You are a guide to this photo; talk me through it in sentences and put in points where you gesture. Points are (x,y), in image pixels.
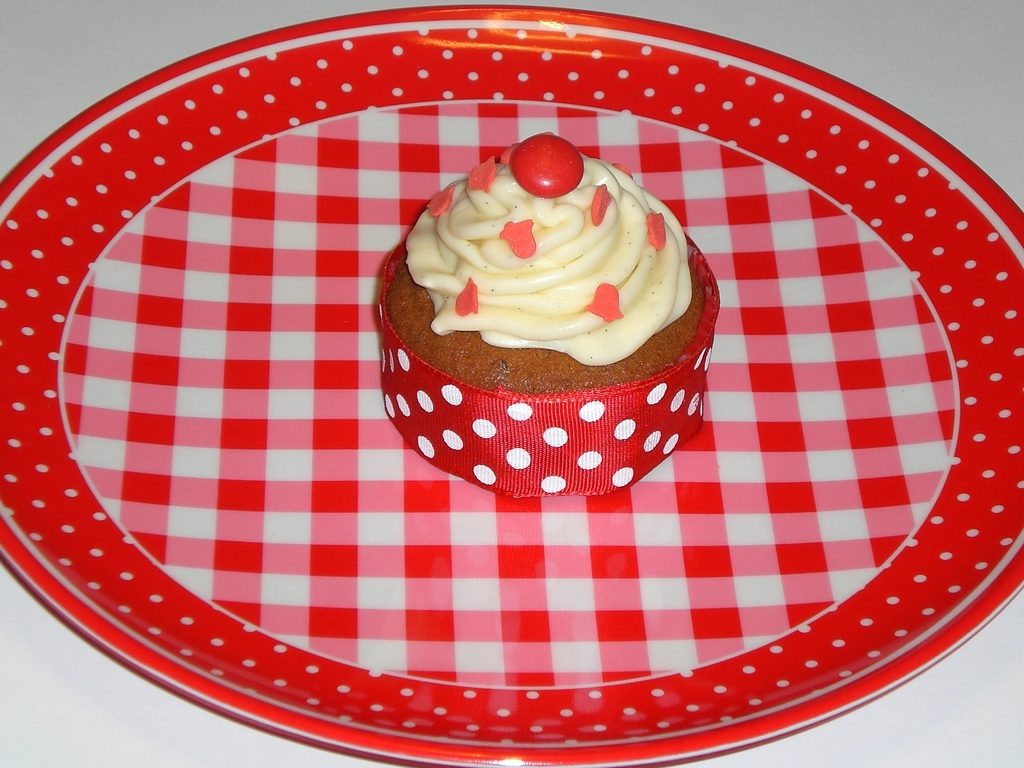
In this picture I can see there is a small cup cake (632,395) placed on the red color plate (670,468) and the cup cake (571,188) has some sprinkles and there is a red color plate (275,724) and it is placed on the table (70,679).
